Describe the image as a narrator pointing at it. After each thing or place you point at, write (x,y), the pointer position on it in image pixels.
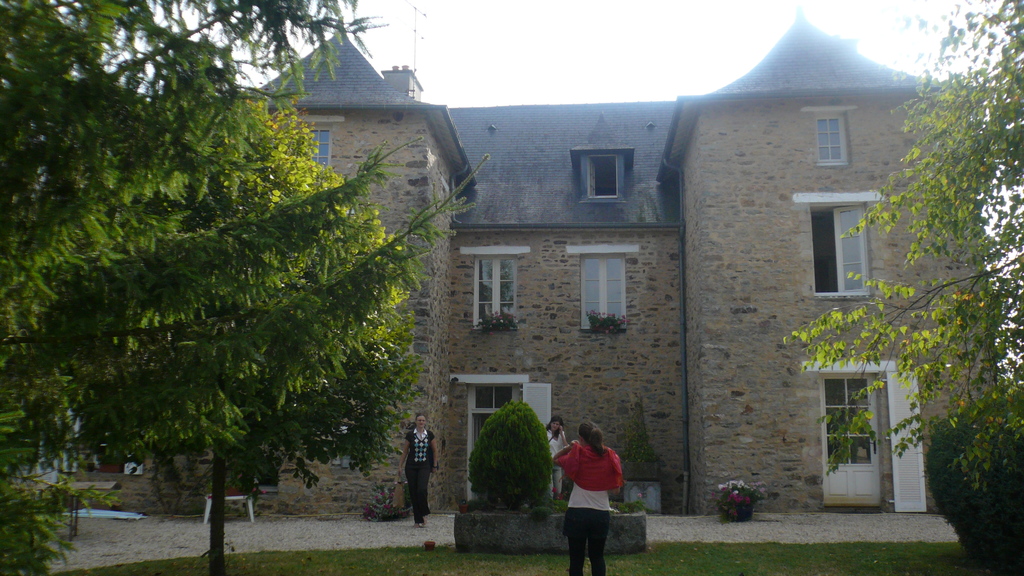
In the image there is a castle (575,219) in the back (575,219) with many windows (847,408) with three ladies (427,475) standing in front of it, there are trees (1020,97) on either side of the grassland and above its sky (545,55).
